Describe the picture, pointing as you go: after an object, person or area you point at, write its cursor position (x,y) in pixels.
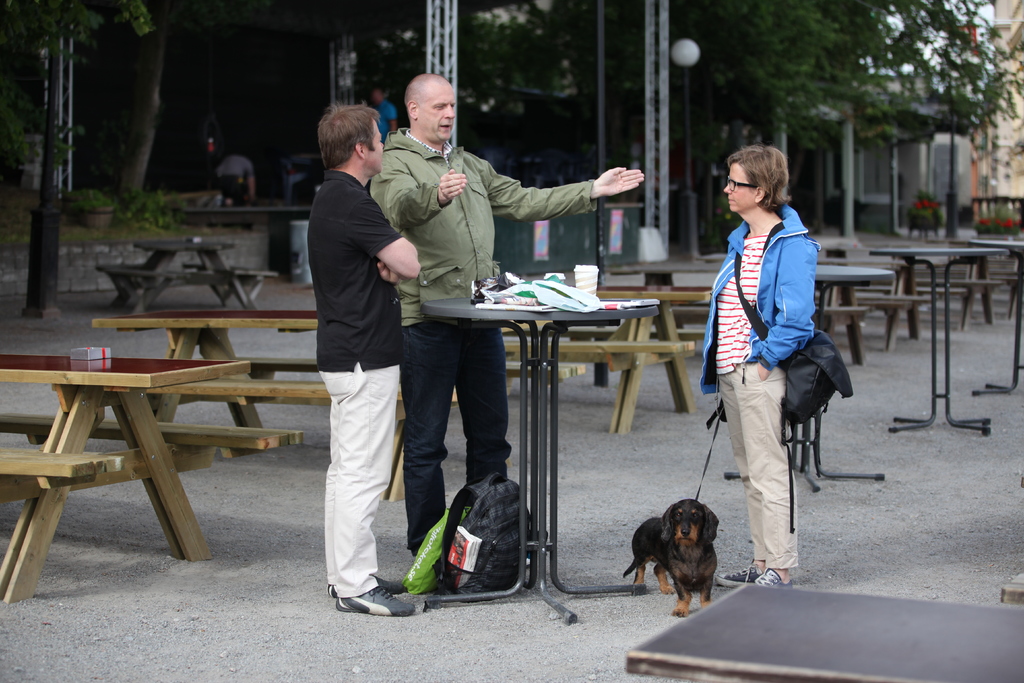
In this image there are two men (408,201) standing in the middle (405,237). In front of them there is a table (560,325). On the table (485,315) there are covers (544,286) and a cup (583,271). On the right side (717,294) there is a woman (727,326) standing on the floor (740,537) by holding the dog (668,518) and wearing the bag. On the floor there is a cover (432,570) and a bag (472,528). In the background (212,330) there are so many benches (215,368). At the top (545,77) there are trees (459,62). There are poles (601,79) in between the benches (664,313). On the right side (929,155) top there are buildings (933,151). In front of the buildings (971,206) there are flower plants (996,219). There are lights (676,55) attached to the poles (652,59).
